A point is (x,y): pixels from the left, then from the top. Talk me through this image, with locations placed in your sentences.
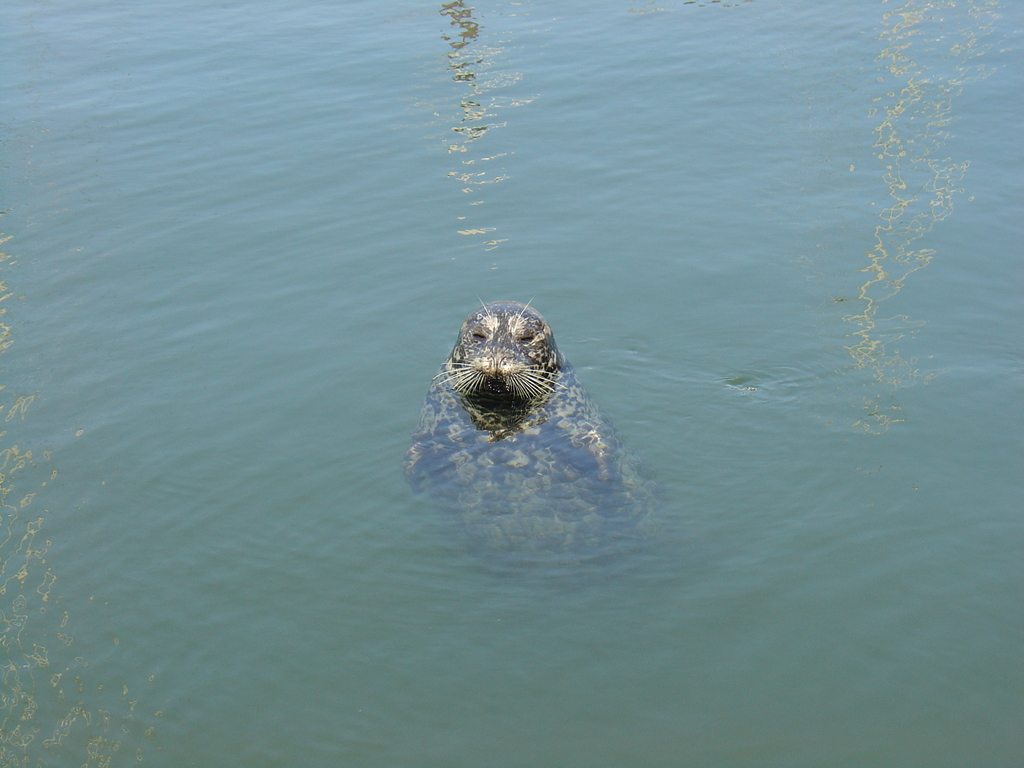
In this image we can see a seal (462,352) in the water (493,300).
